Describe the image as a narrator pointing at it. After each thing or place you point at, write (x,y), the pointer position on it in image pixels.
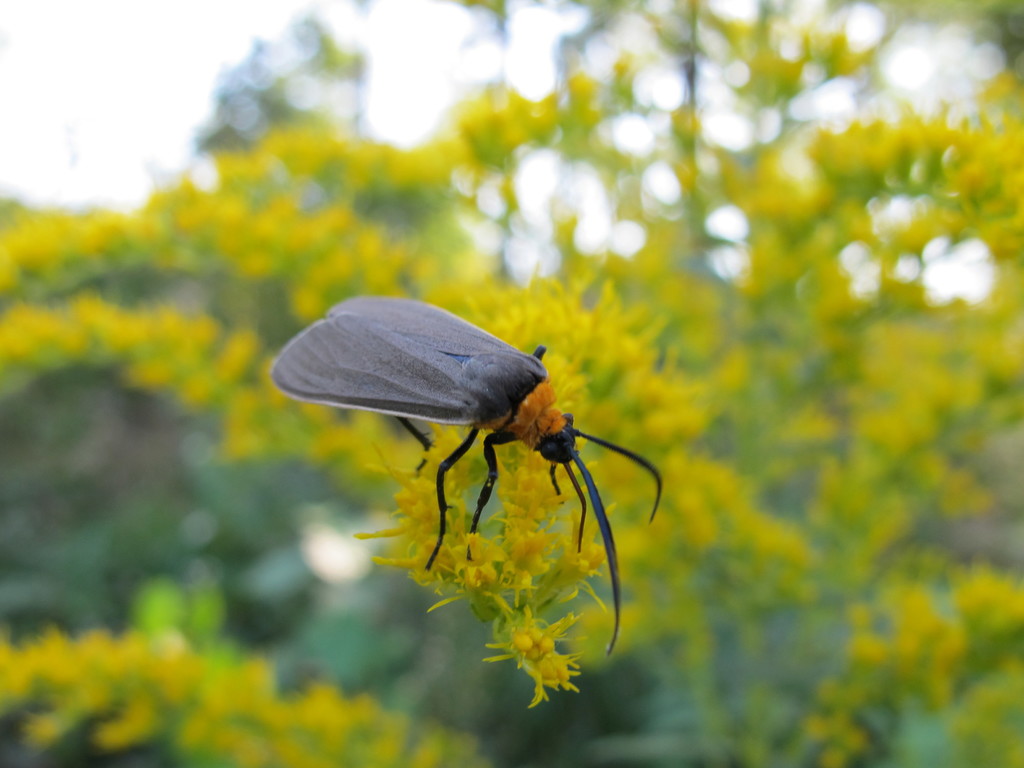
In this picture we can see an insect (437,372) on the flowers (419,454), in the background (565,184) we can see few trees (707,56).
